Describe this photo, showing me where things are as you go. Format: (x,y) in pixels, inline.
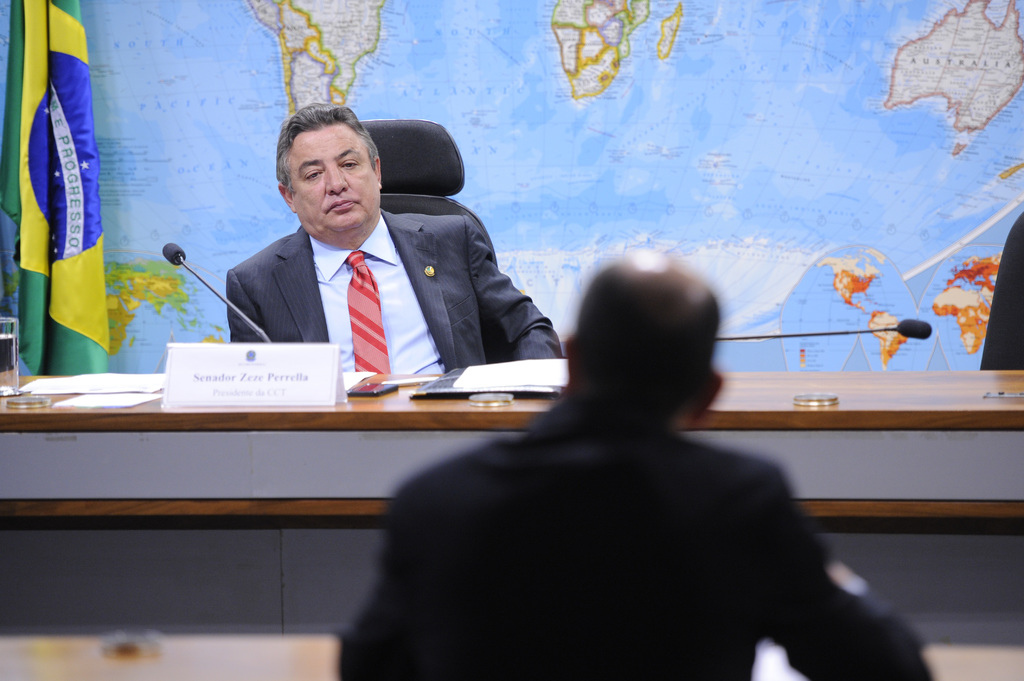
In the foreground of this picture (644,502), there is a man (628,573). In the background (437,315), there is another man (394,271) in suit (409,256) sitting on a chair (411,198). In front of him there is a table (263,411) and on the table (398,402) there are papers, mics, cardboards (302,399), glass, and a mobile (378,394). Behind him, there is a flag (84,126) and a map (624,90).
